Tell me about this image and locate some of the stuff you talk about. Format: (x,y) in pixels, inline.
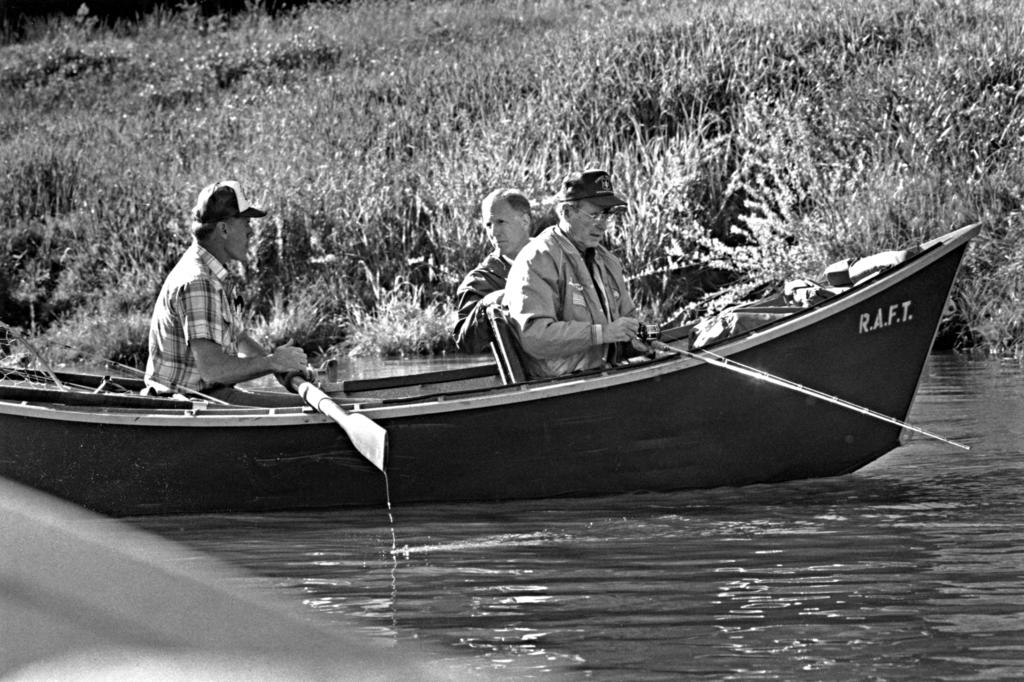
In this image I can see three persons (221,367) sailing a boat (744,448). I can see the water surface (719,579). In the background (314,17) I can see few plants (519,70).
